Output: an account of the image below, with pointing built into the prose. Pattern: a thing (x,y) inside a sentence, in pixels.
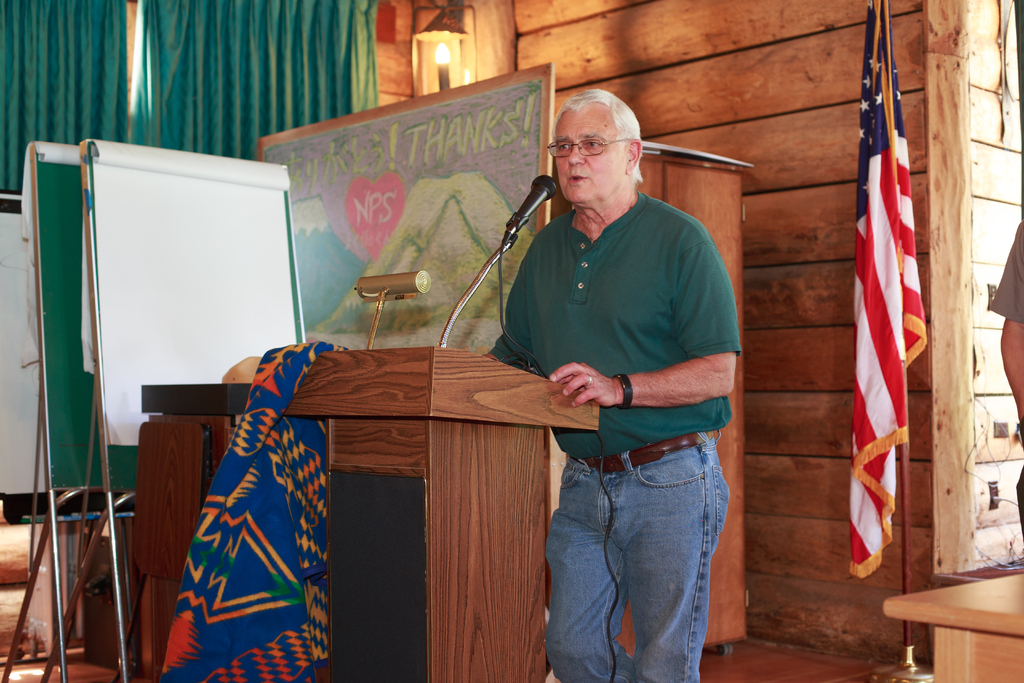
In the center of the image (620,291) we can see person (553,311) standing at the desk (541,564). On the desk (492,385) we can see mic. In the background (498,291) we can see flag (913,351), person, wall (580,13), board (340,150), light (430,73) and curtain (75,78).
